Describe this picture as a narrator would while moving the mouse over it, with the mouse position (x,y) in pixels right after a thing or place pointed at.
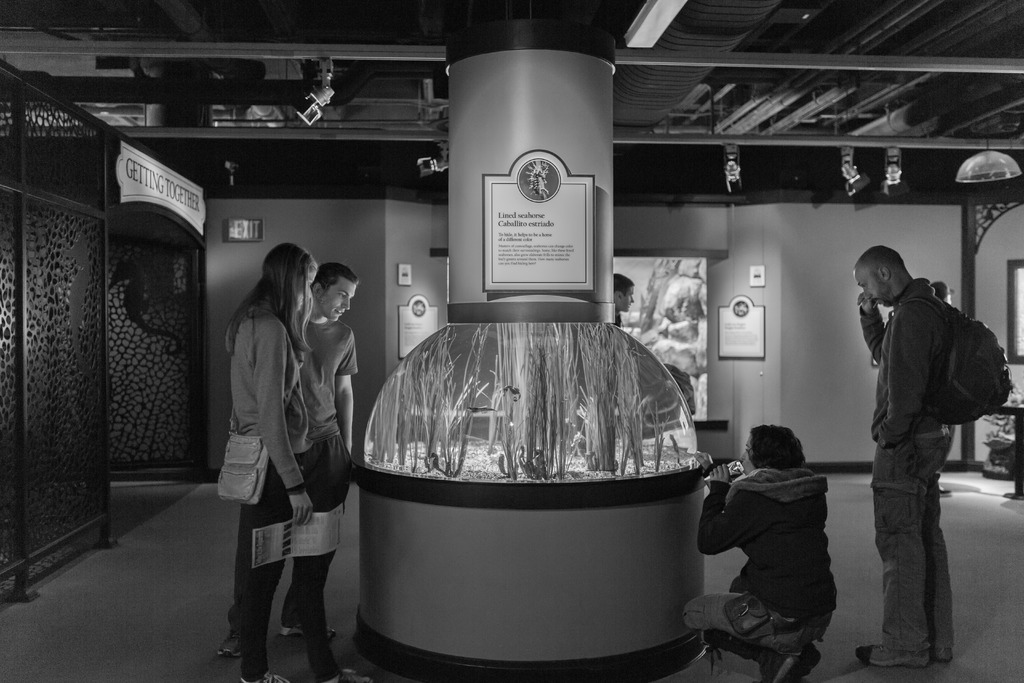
In this picture we can see people (242,640) on the floor (222,636), here we can see a wall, name boards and some objects (949,411).
